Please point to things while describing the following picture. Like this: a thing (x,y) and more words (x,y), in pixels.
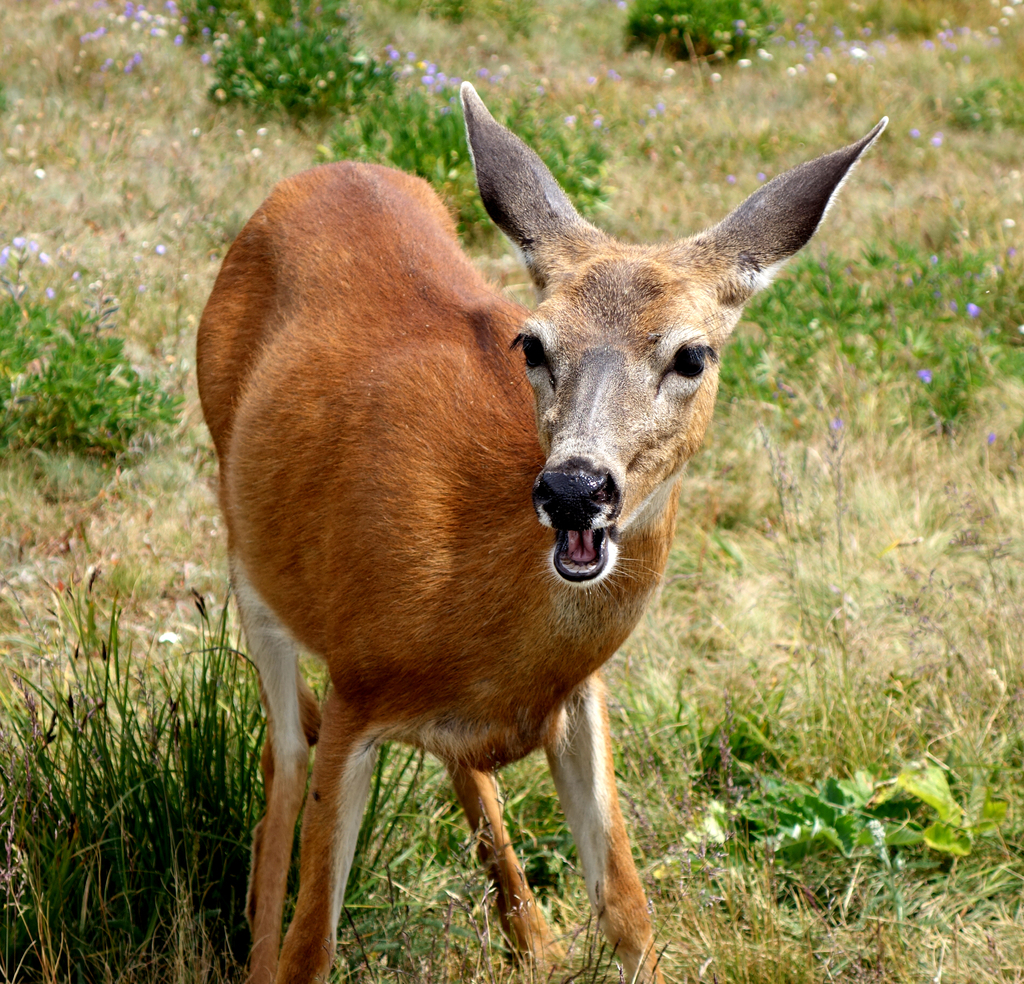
In the picture i can see some animal (409,716) which is in brown color and i can see some plants (885,279), grass (192,422) and flowers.
